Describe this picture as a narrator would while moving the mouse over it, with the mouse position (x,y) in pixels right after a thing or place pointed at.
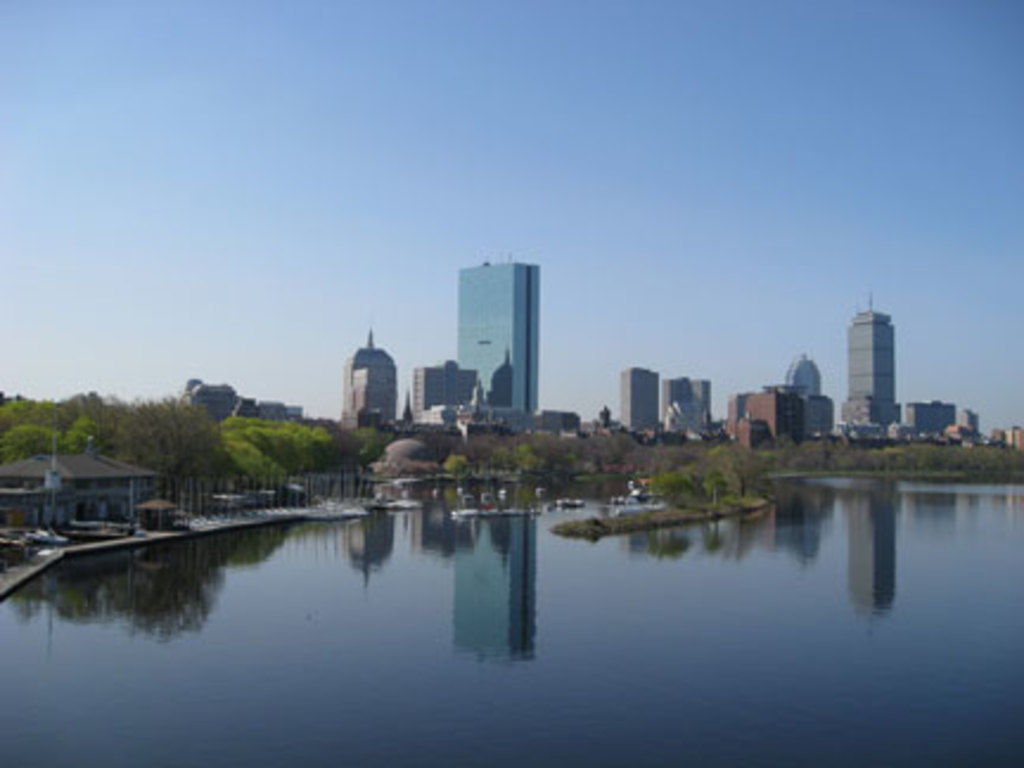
In this image we can see there are so many trees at the bank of the river (245,747).
